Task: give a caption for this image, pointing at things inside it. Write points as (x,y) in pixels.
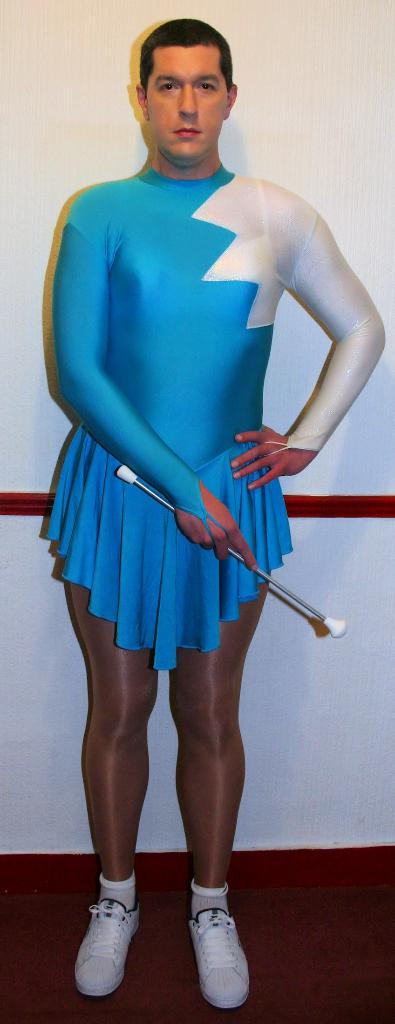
In the image there is a person (278,212) with white and blue dress (218,234) is standing and holding the stick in the hand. And to that person (99,928) there are white shoes (220,999). In the background (11,598) there is a wall (281,150) with white color.
